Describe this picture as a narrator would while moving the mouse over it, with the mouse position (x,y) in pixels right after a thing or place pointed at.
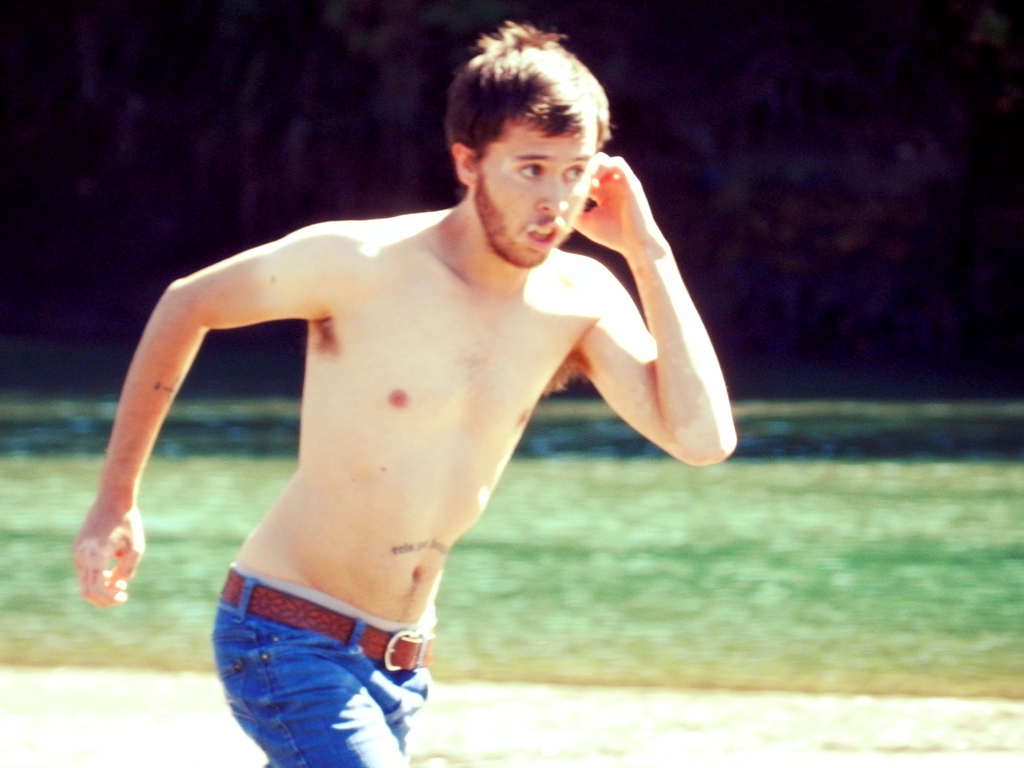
In this picture we can see a man (455,526) running, he wore pants (383,708) and a belt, we can see a blurry background (787,468).
